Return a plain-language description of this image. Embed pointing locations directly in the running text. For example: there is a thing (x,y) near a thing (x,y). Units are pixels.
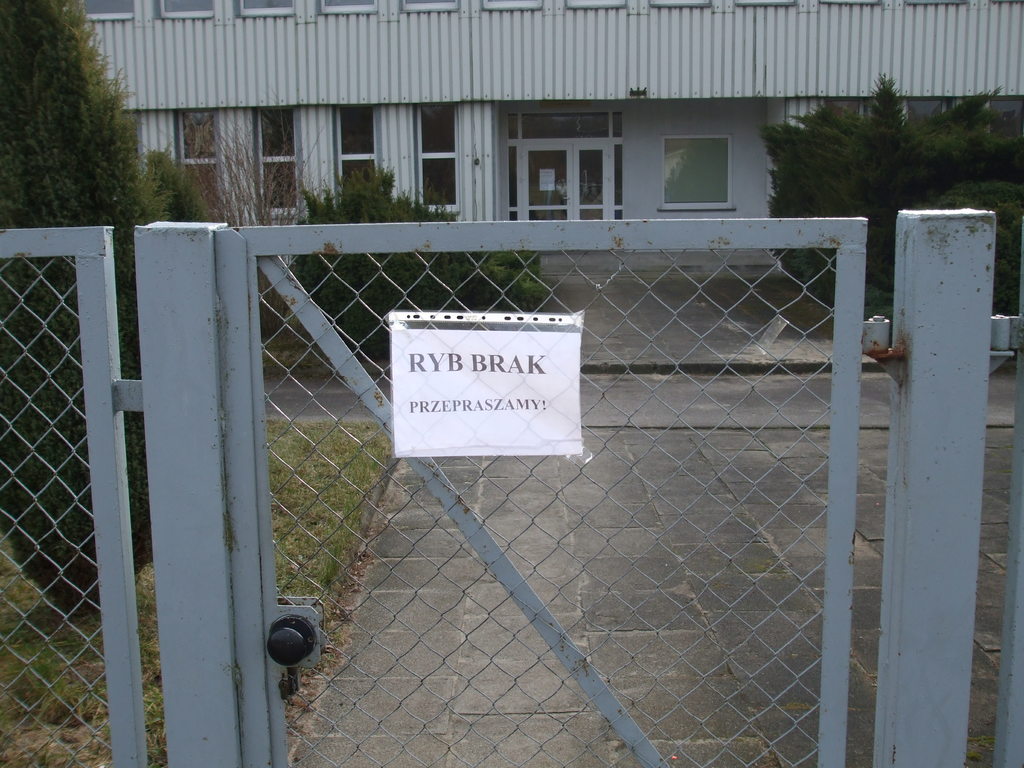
As we can see in the image there are buildings (432,70), windows (448,121), trees (184,174) and a gate (235,608). A paper (465,445) is attached to gate (224,600). On paper (440,376) there is something written.
